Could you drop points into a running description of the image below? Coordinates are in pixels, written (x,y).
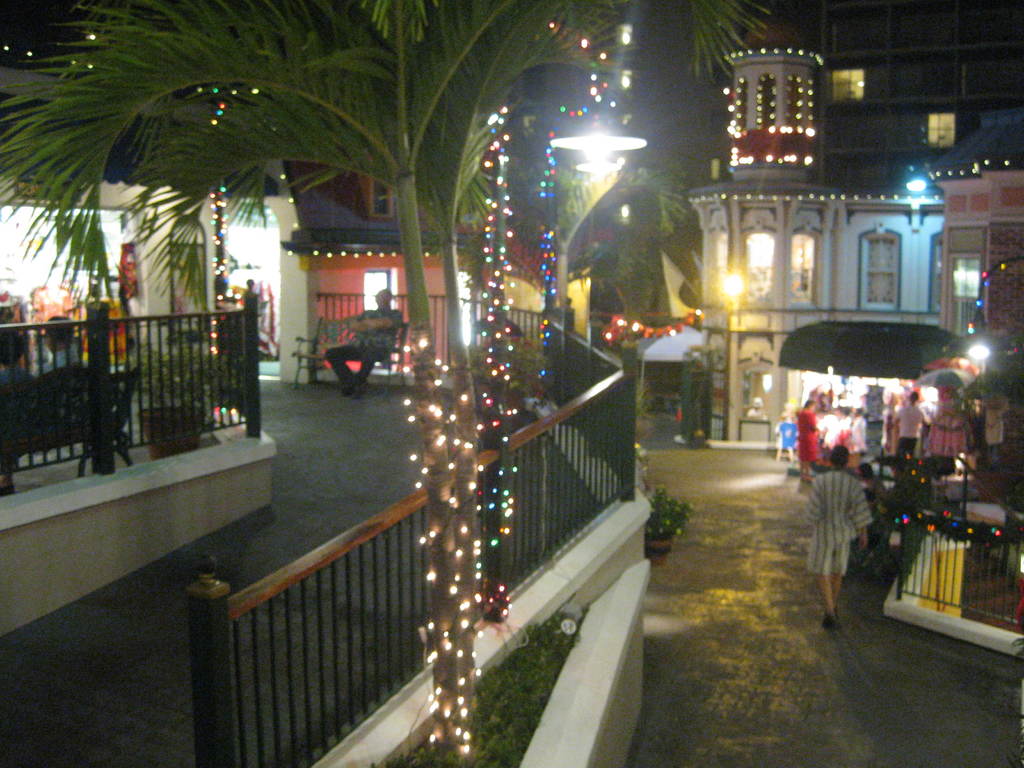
In this image in the front (432,453) there are plants (454,461) and there is grass (482,703). On the right side (867,467) there are persons (854,491), there are tents (848,365) and there are light poles (731,336), there are buildings (838,241). On the left side (62,343) there are persons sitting and there is a black colour fence (186,392) and there is a building (290,315).
